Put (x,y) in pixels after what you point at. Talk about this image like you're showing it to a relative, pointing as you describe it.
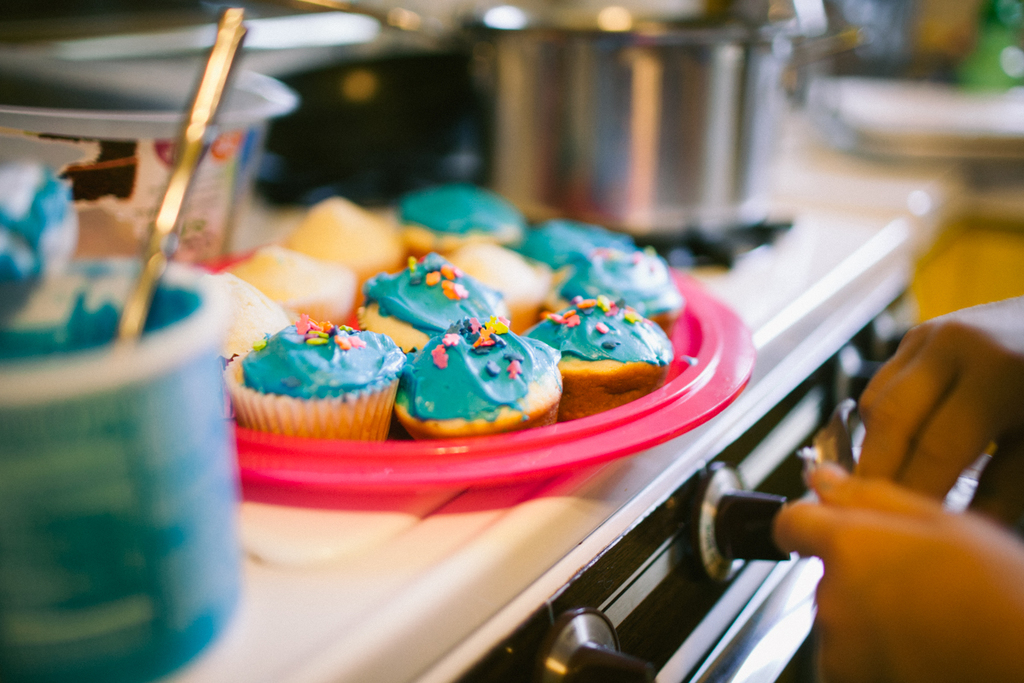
In this picture we can see few cupcakes (475,299), bowls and other things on the stove (712,572), on the right hand side (806,513) we can see human hands (936,513).
